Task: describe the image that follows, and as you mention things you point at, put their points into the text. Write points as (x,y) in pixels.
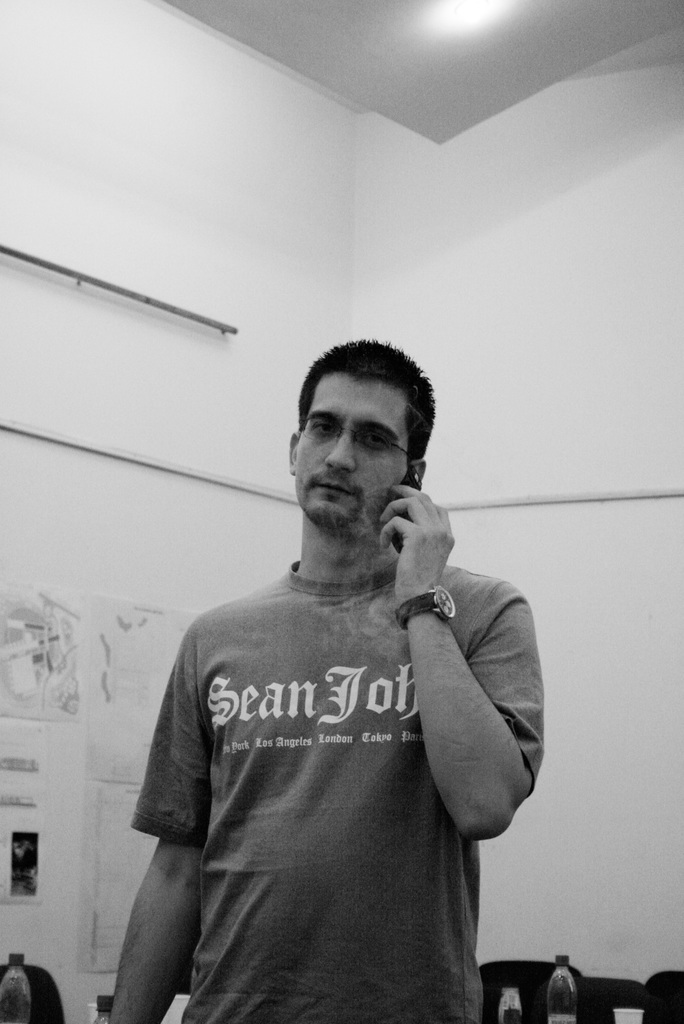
In this picture there is a man (436,826) who is holding a mobile phone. Behind him I can see the bottles (17,1020) and cups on the table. Beside the table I can see the chairs (605,997) which are placed near to the wall (201,580). At the top (549,32) there is a light (473,0) on the roof (552,34). On the left (17,685) I can see some posters (158,655) were attached on the wall (155,601).
